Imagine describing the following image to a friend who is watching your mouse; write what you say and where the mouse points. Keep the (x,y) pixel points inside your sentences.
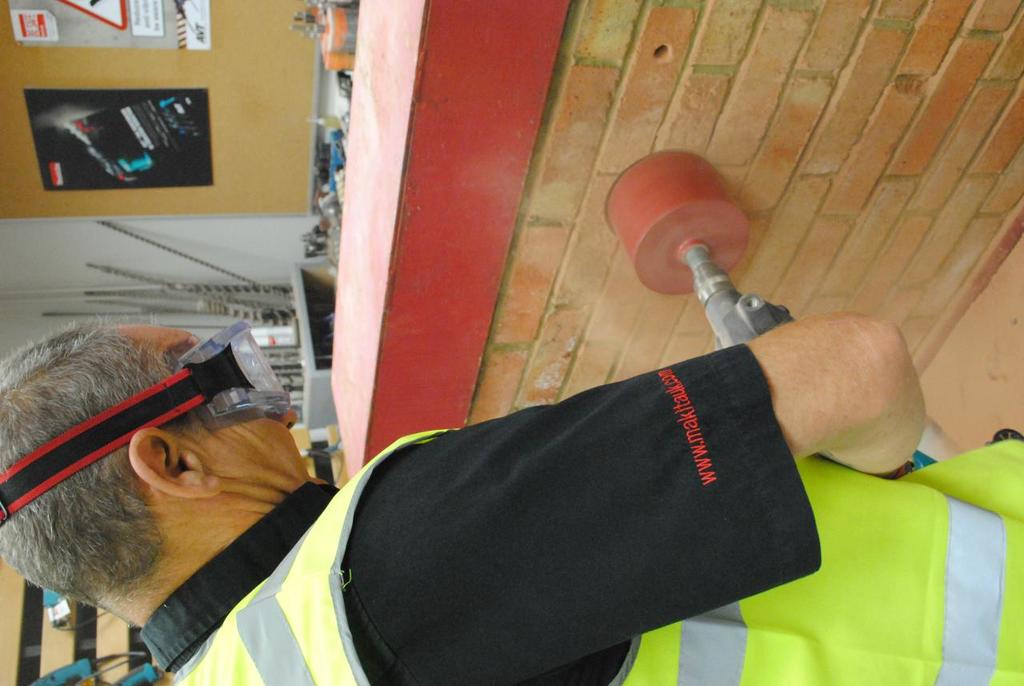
In this image, there is a man (575,578) standing and he is holding drilling machine (721,336), he is drilling a hole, there is a wall (566,314).
